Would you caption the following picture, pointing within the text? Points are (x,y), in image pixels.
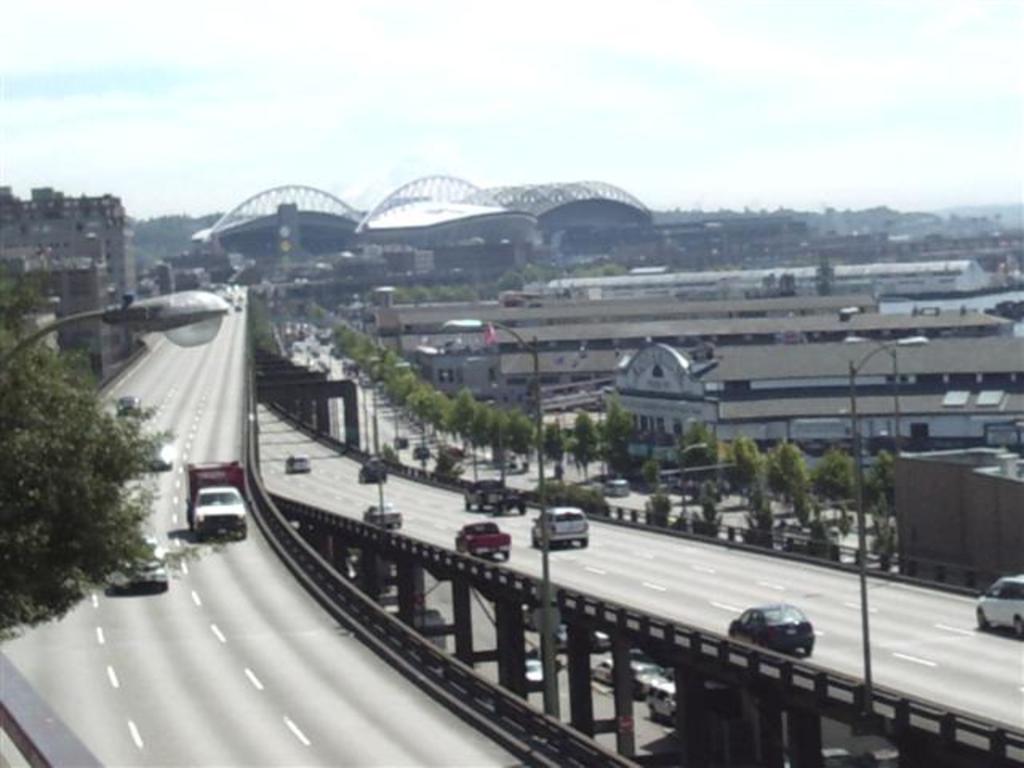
In this image we can see a group of cars (566,525) moving on the road (409,524) on a bridge (504,560). To the left side of the image (15,496) we can see a tree (25,488), light pole (151,304). In the background (936,563), we can see a group of trees (825,471), buildings (669,388), bridge (281,533) and the sky (632,128).
